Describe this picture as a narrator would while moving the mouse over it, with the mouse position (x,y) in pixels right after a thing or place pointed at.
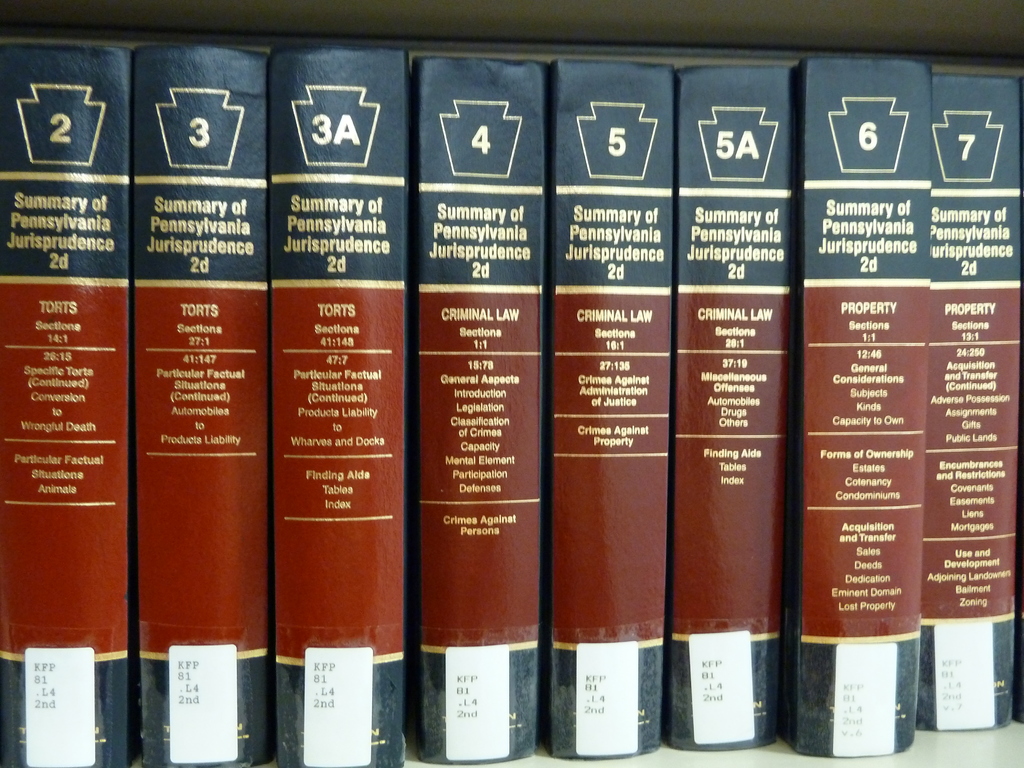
In this image there are eight books (497,281) which are kept one beside the other. We can see that there is some text (719,308) and numbers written on it.
